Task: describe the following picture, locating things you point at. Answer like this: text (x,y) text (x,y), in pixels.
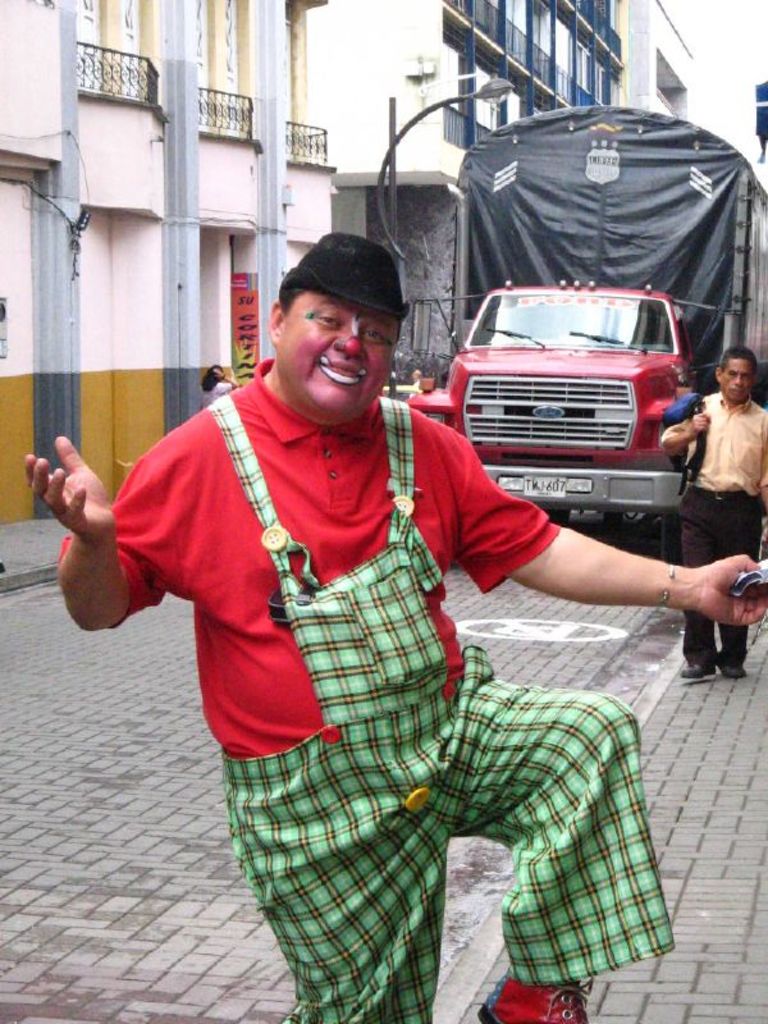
In this image, there are a few people (432,569), buildings (503,35). We can see a vehicle (554,423) and the ground (86,759). We can also see a poster (234,289) and a pole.
